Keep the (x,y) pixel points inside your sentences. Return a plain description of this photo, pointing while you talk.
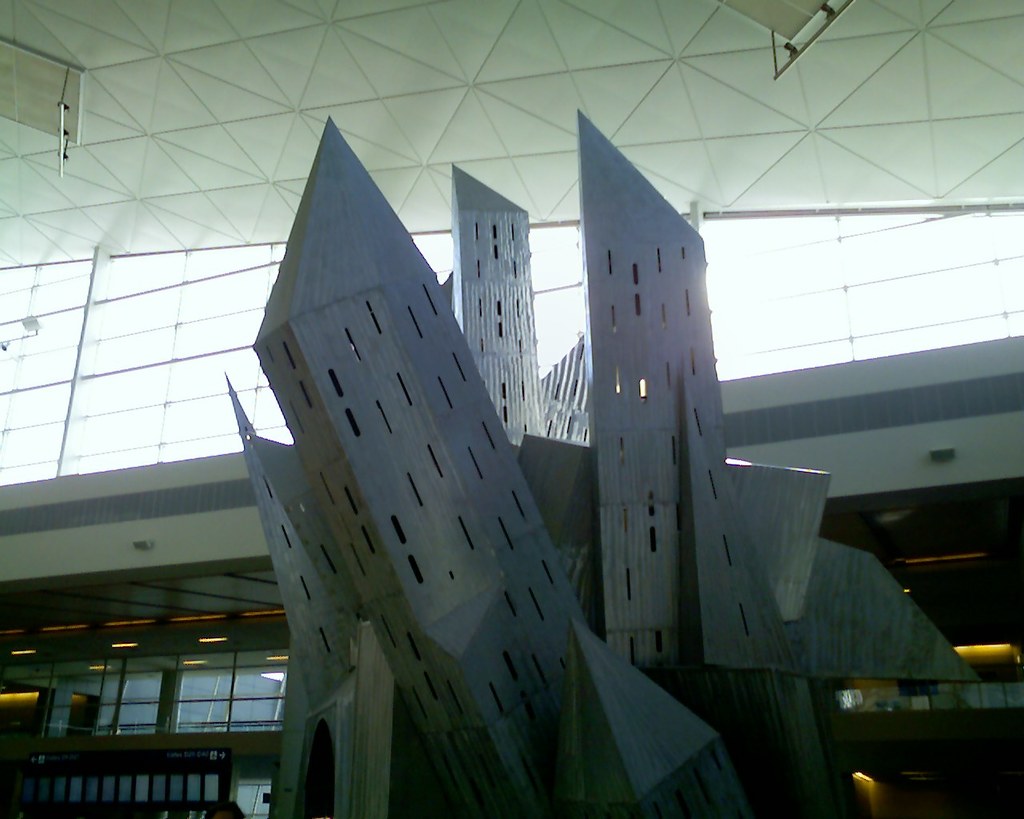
In this image I can see an object (572,464) in silver and white color. I can see the glass wall (143,312), lights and few objects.
